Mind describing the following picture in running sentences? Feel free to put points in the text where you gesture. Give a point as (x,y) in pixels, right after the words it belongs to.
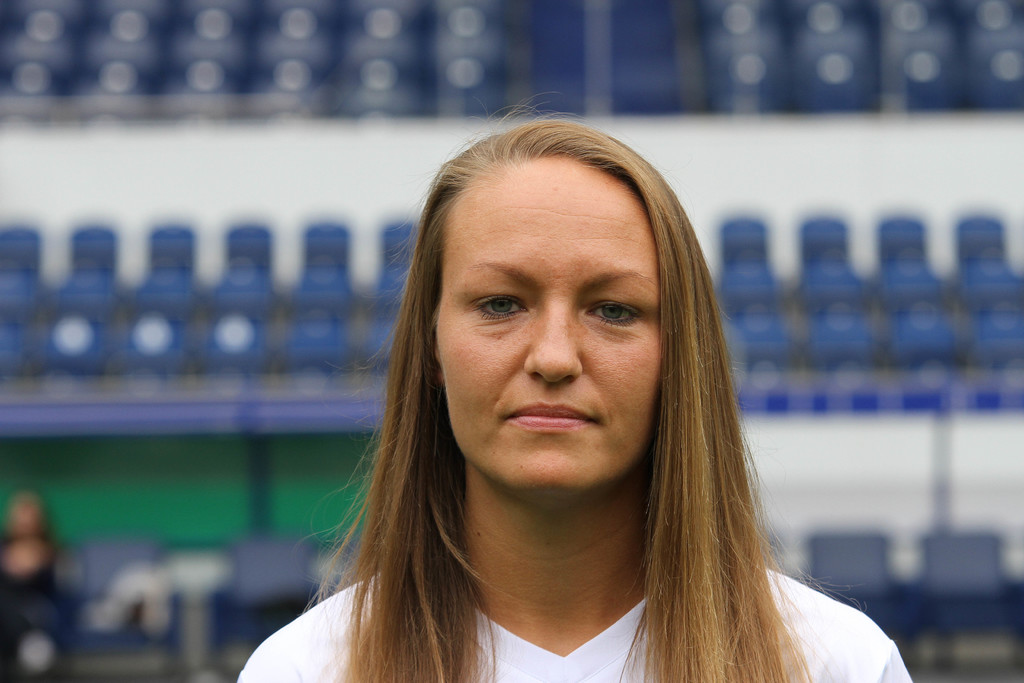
Here I can see a woman (563,616) wearing white color t-shirt (551,671) and looking at the picture. On the left side (27,583) I can see a person (26,616) is sitting on the chair (77,628) and also there are many empty chairs (252,588). The background (234,582) is blurred.
